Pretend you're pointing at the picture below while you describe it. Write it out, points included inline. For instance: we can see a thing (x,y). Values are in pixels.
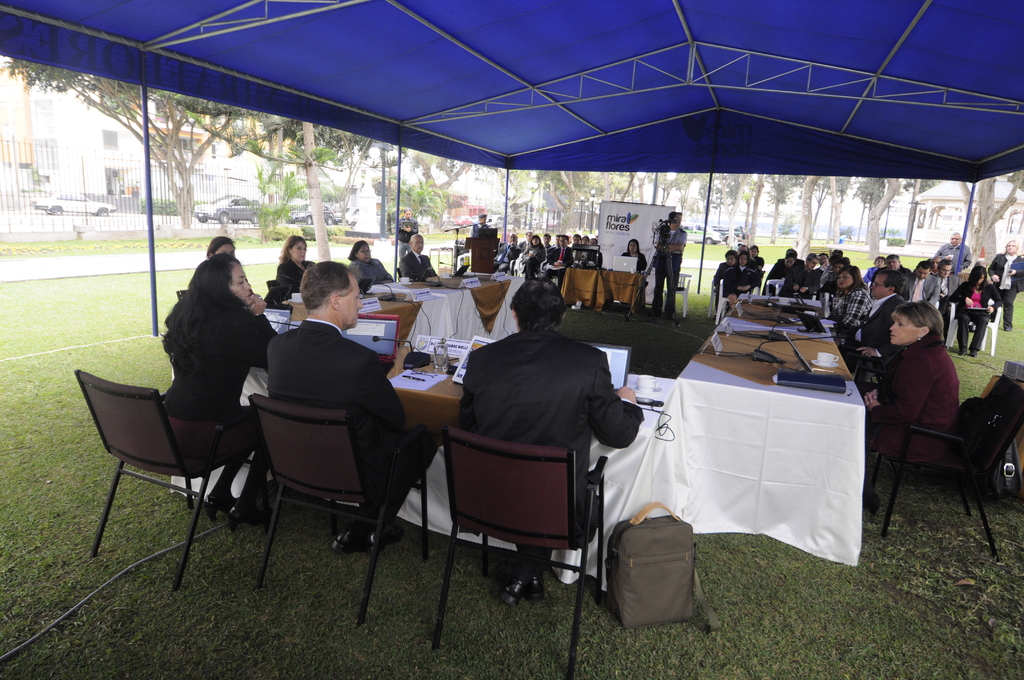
In this picture we have a group of people (529,270) sitting in front of the table (455,393), there are laptops (368,335), name boards (436,350) and microphones (371,338) on the table (689,423), there are also some papers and notebooks (831,384) and other people (955,267) standing behind and also in the background (820,217) there are trees (309,150), vehicles (246,202) and buildings (71,140).
